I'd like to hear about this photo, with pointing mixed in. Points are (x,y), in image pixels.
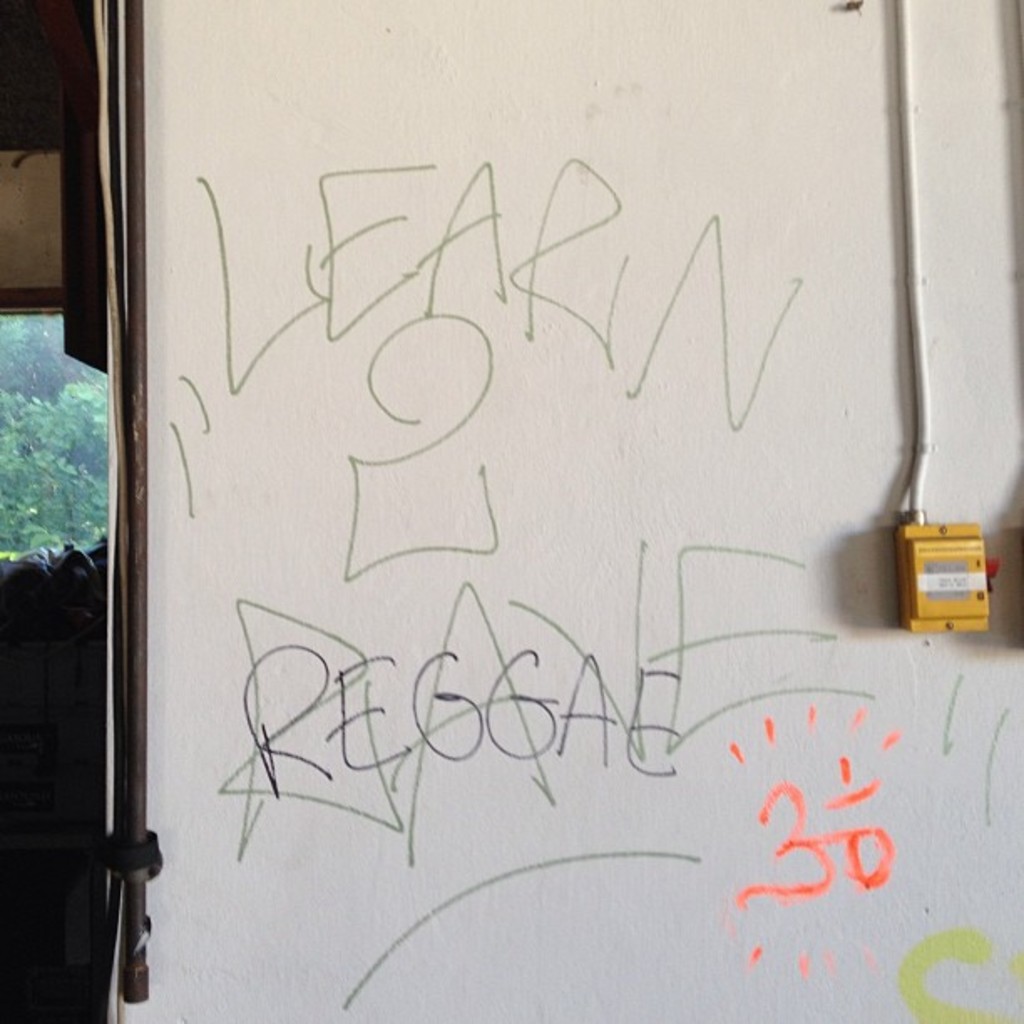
In the image there is a wall (716,592) and on the wall (429,267) there are some words (427,524) and in the background (66,402) there are trees (85,410).
